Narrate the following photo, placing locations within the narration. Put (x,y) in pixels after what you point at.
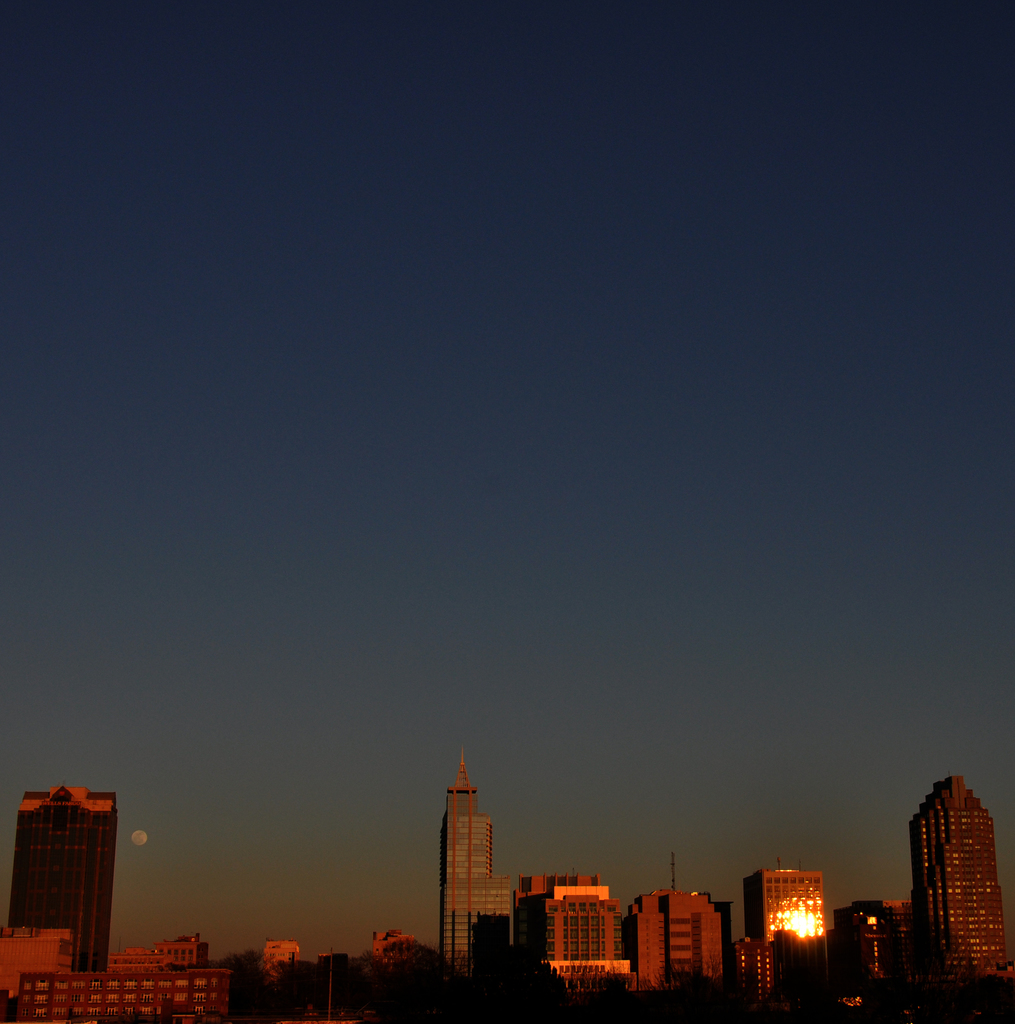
We can see trees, buildings (87,916) and sky (642,548).
